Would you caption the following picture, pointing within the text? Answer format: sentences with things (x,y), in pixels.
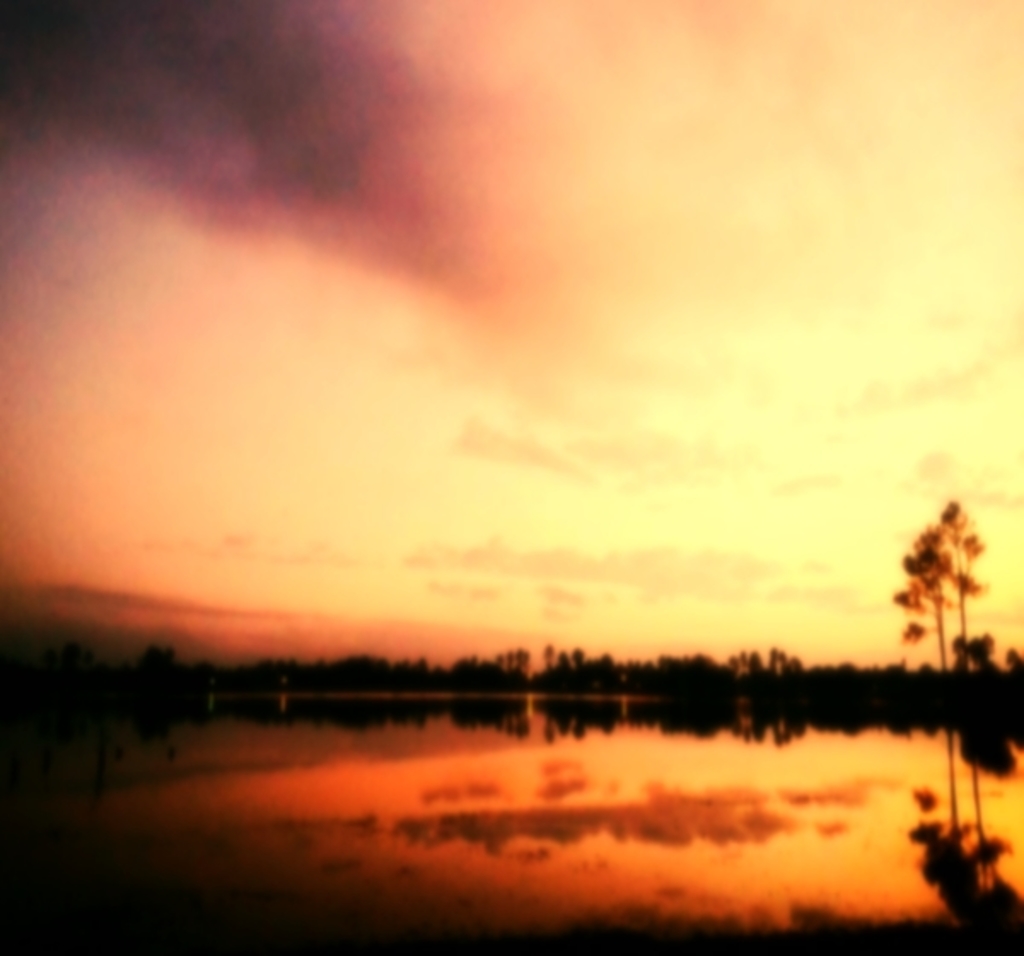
This image is taken during the sunset. In this image there is a lake (527,798) at the bottom (529,829). In the background (538,672) there are trees (597,688).
